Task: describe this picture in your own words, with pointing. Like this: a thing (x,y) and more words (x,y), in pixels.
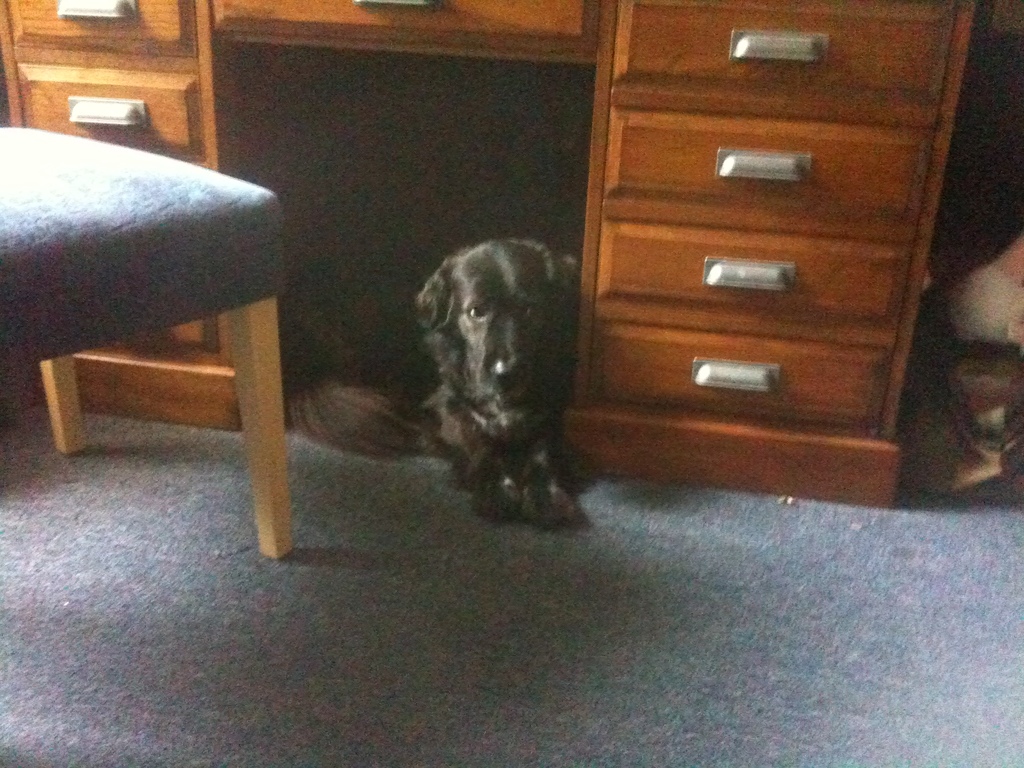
As we can see in the image there is a chair (220,267) and black color dog (499,394) on floor (491,672).
